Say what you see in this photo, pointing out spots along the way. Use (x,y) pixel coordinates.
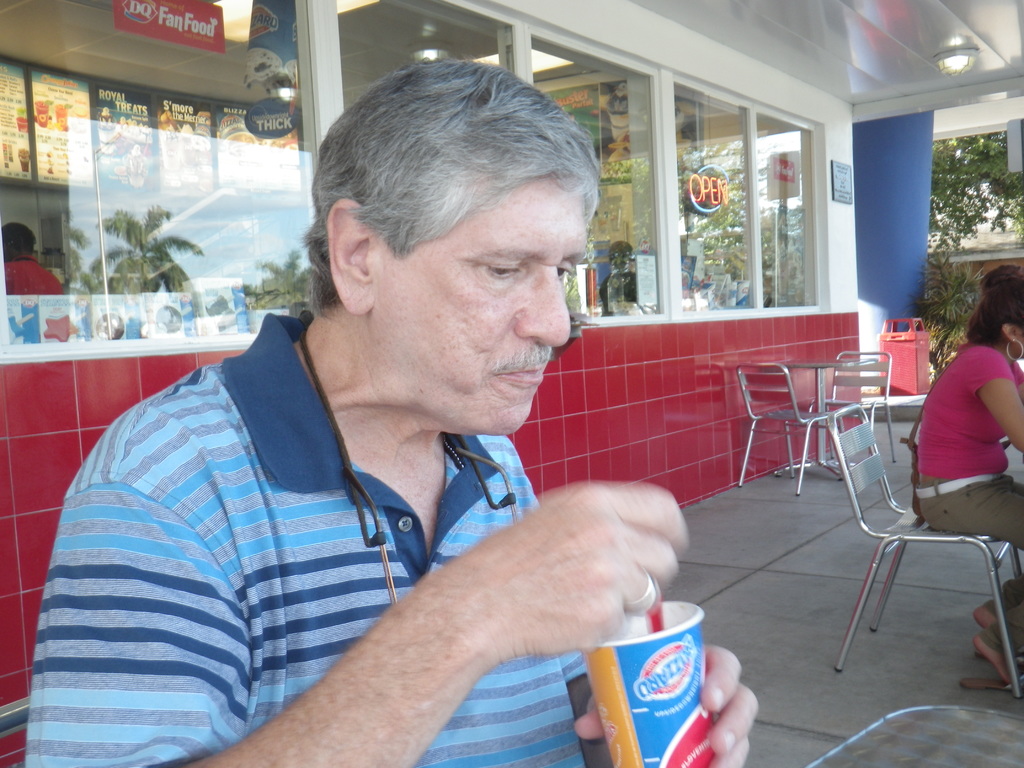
In this image I can see few people (481,559) are sitting on chairs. Here I can see he is holding a cup (652,674). In the background (757,436) I can see few more chairs (745,395), a tree (947,182) and a building (653,286).
